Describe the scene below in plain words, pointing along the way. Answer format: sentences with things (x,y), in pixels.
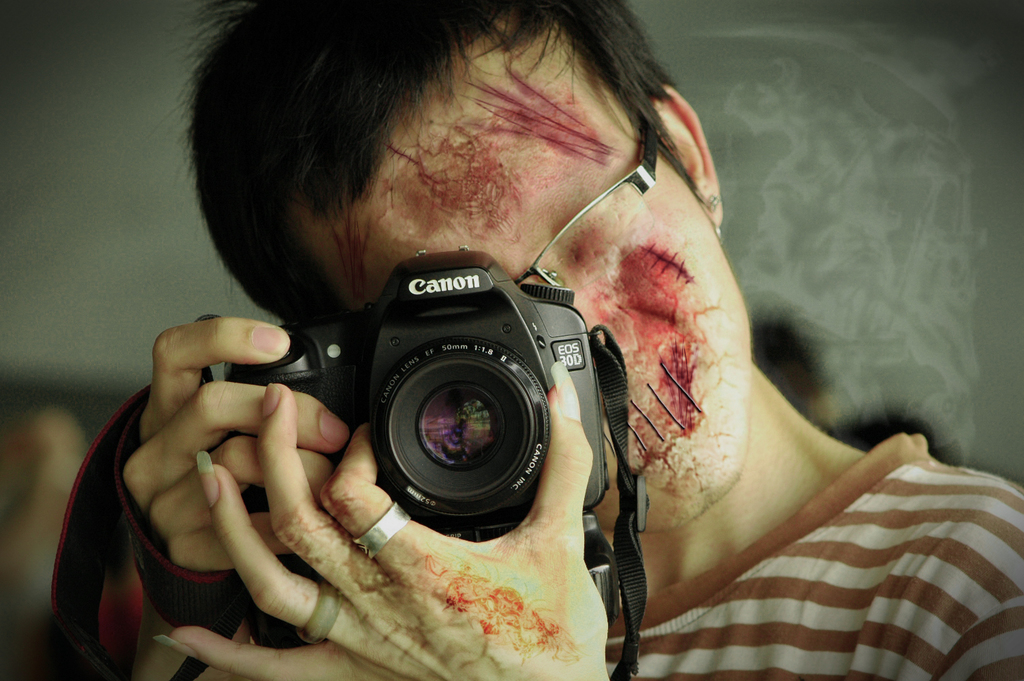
A woman (367,127) is taking picture. She holds a camera (497,416) in her hand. She has graphical imitated scars (649,270), cuts (675,396) and blood stains (672,318) on her face (560,227). She wears a T shirt (868,516) with stripes (871,564).
